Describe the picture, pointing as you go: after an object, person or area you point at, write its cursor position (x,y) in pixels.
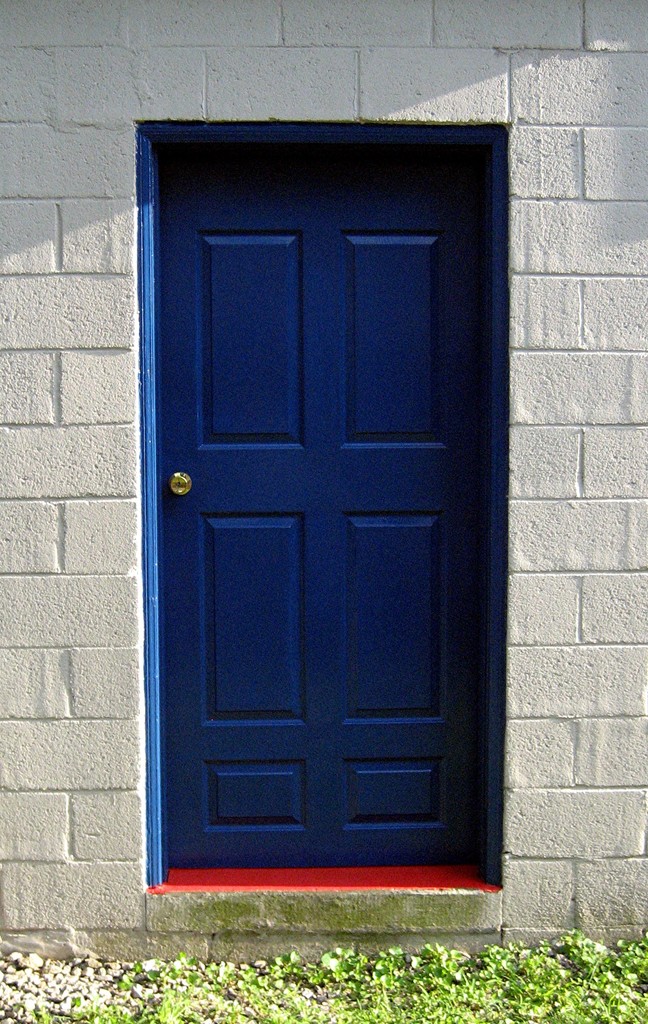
In this image, we can see a door (209,155) to a wall (534,437) and at the bottom (345,973), there is a ground (365,988).
